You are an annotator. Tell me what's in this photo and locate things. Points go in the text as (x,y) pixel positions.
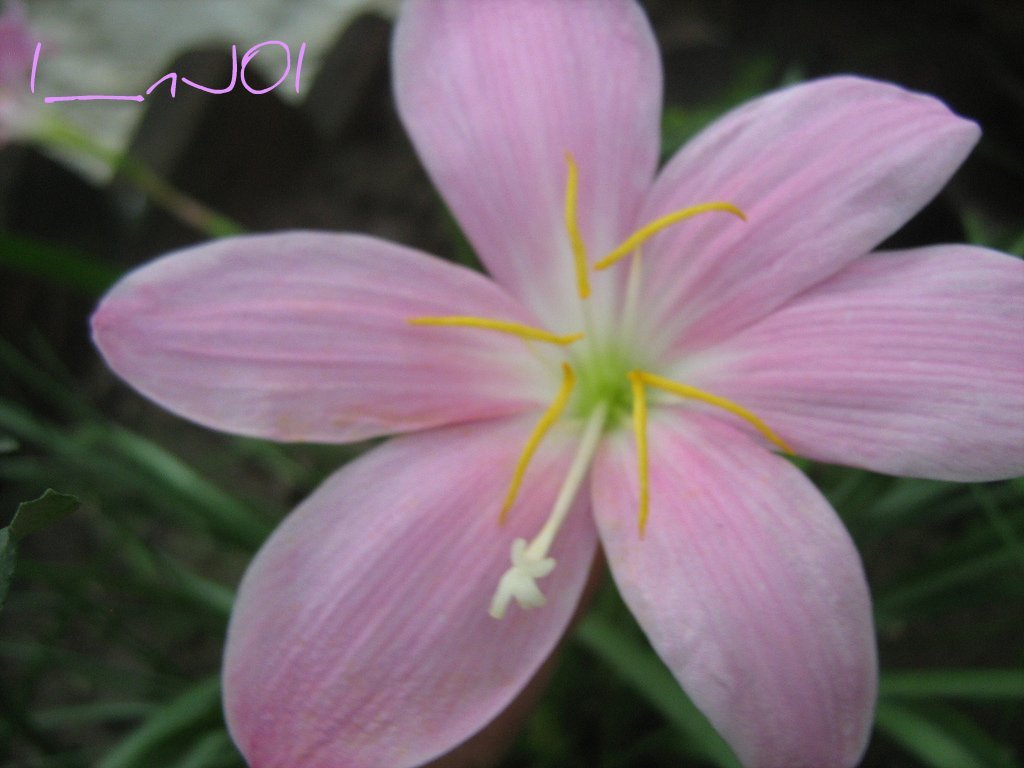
In this picture I can observe pink color flower (488,308) in the middle of the picture (516,403). The background (364,163) is blurred.
